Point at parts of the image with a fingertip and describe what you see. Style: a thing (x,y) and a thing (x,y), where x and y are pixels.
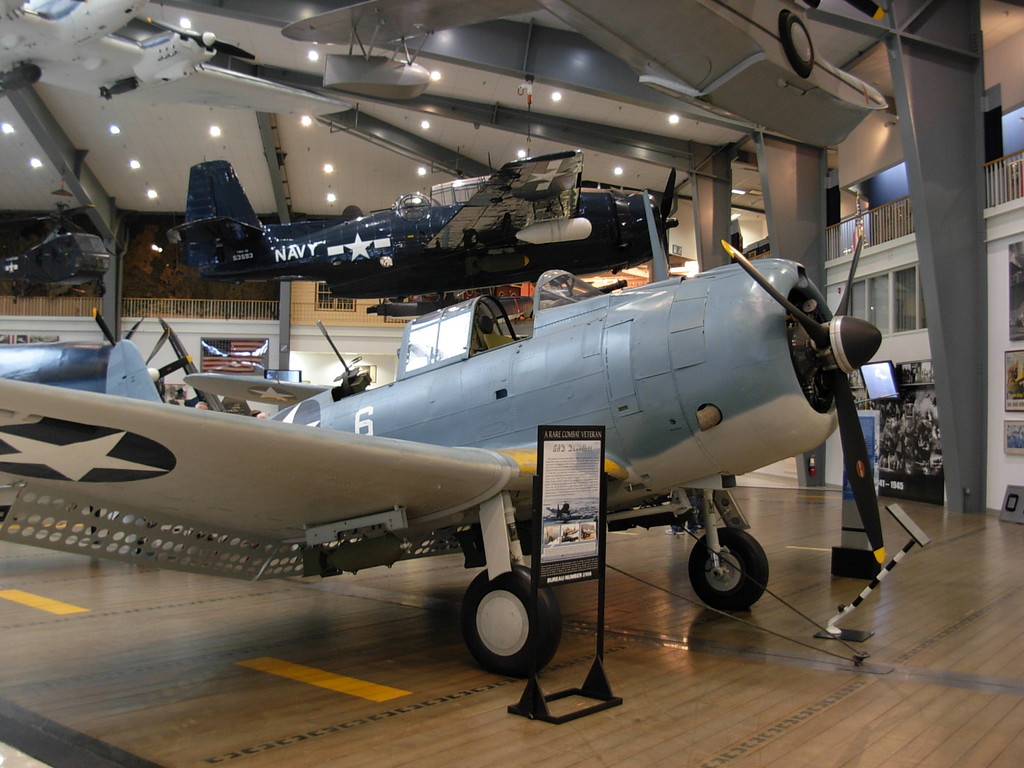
In this image we can see the airplanes (382,262). We can also see the text board (553,582), television (881,388), banners (902,371) and also the photo frames (1019,281) attached to the plain wall (1001,452). We can also see the railing (361,315), windows (323,296), wall (359,301) and also the ceiling (438,97) with the ceiling lights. At the bottom (246,715) we can see the floor (872,682).
